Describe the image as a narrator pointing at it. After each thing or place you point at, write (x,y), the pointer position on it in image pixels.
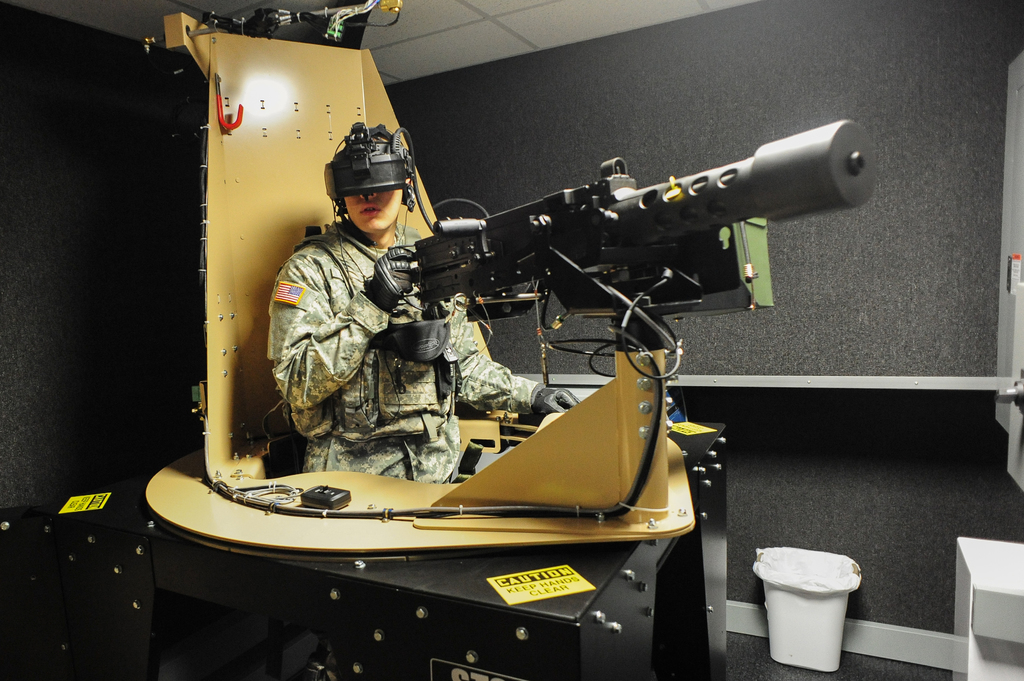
In this picture we can see a person (360,280) is holding an object (447,252) and in front of the person (347,279) there are cables (396,511). On the right side of the person (315,354) there is a dustbin (796,642) on the path (760,661). Behind the person (328,397) there is a wall (539,113) and an object (261,94).
